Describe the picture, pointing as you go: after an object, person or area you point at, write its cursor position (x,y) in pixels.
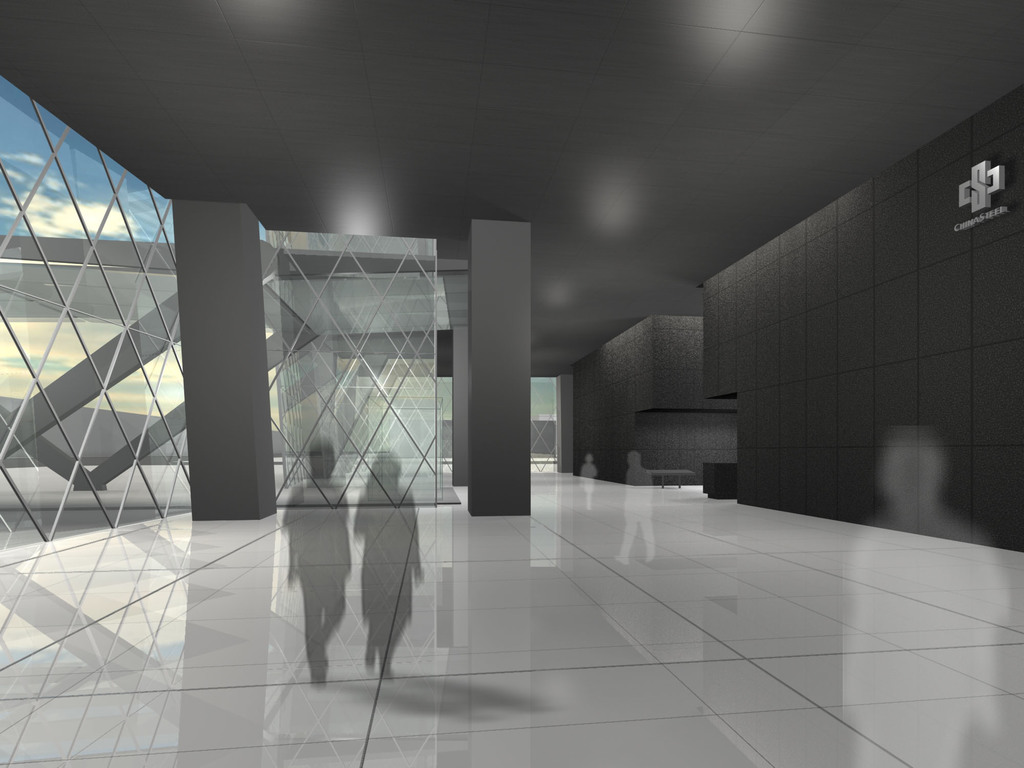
In this image, we can see an inside view of a building (729,297). There are depiction of persons (641,507) on the floor (565,554). There is a wall (996,393) on the right side of the image (946,316). There are pillars (487,383) in the middle of the image (521,276). There is a ceiling (570,200) at the top of the image (664,57).
